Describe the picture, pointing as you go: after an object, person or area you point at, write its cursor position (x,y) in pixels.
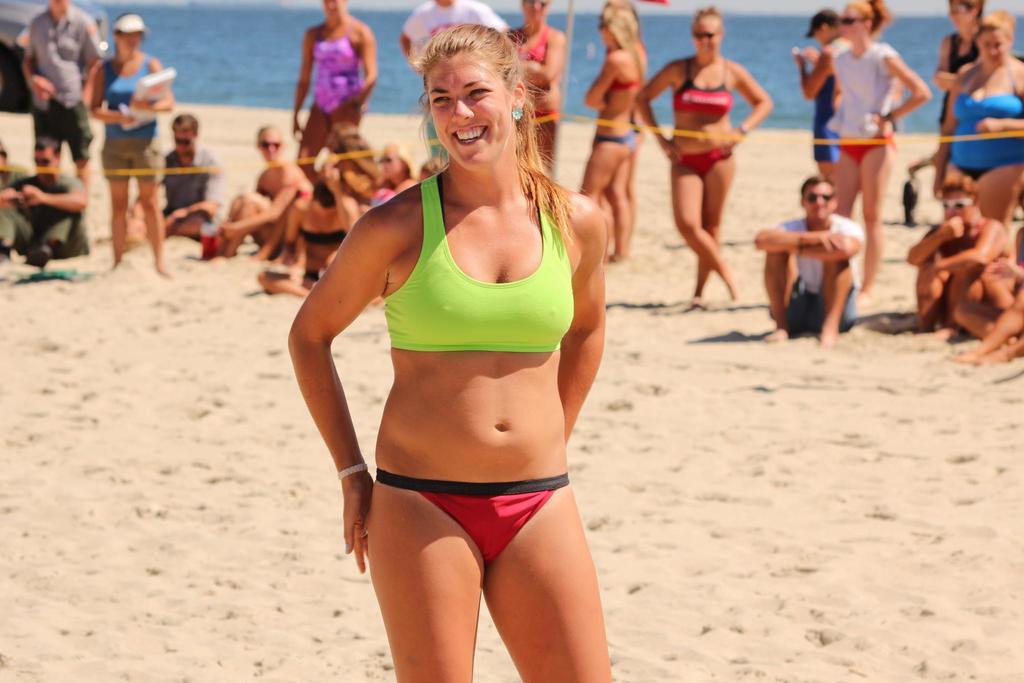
Here a woman (454,376) is standing, here some people (116,97) are standing and some people (926,263) are sitting in the sand (789,452), this is water (769,76).
